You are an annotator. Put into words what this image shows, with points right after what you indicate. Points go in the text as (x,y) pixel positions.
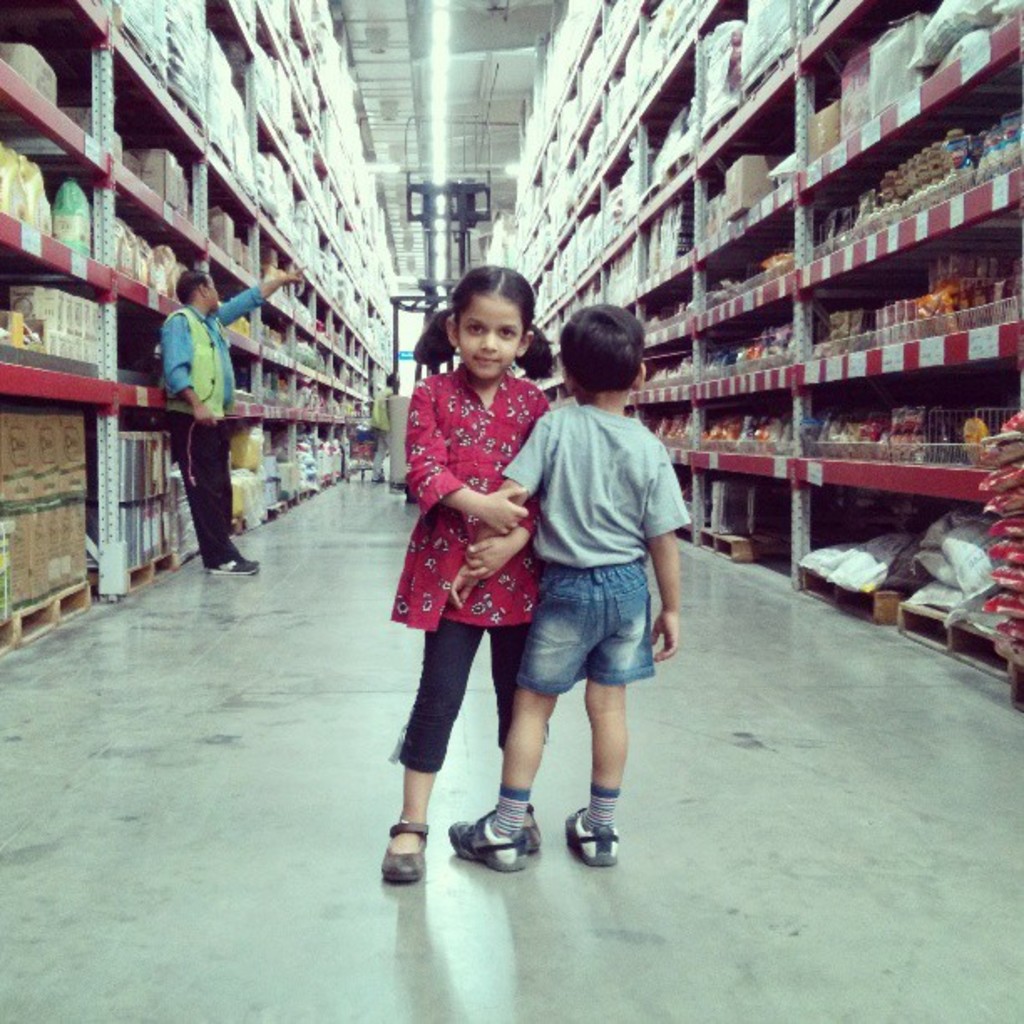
In this picture there are two kids (554,575) who are standing on the floor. On the left (218,351) there is a man (224,367) who is standing near to the racks (72,282). In the racks (992,209) I can see many carton boxes (75,322), packets (984,451) and other objects (359,265). In the back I can see the trolley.
